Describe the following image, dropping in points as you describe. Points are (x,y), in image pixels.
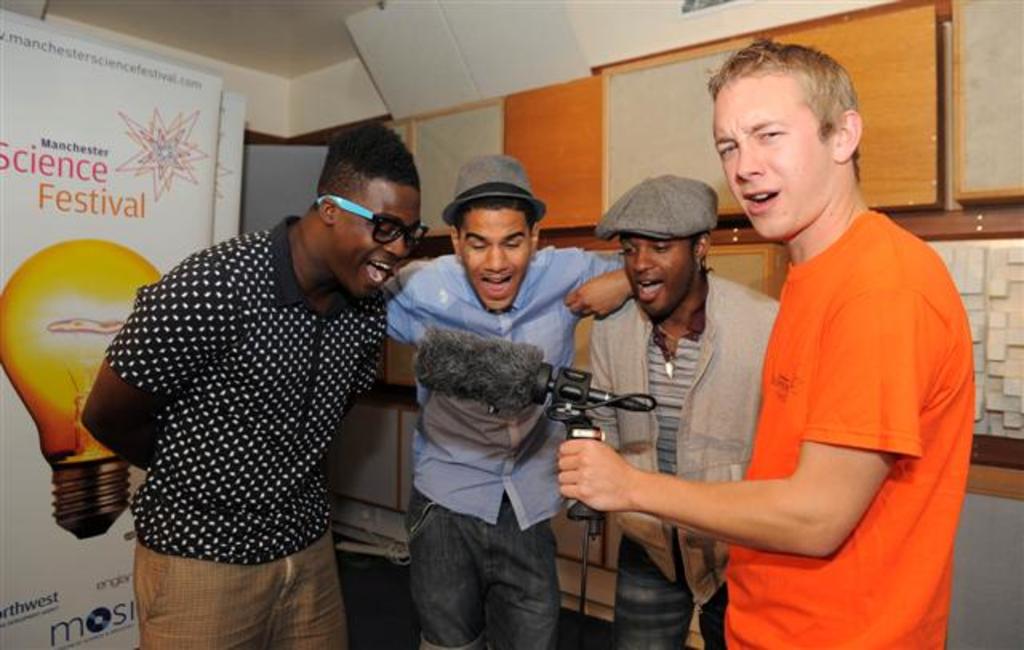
This picture shows a few people (377,264) standing and we see a man (784,453) a item (551,413) in his hand (610,504) and we see couple of them (510,243) wore caps (641,210) on their heads (487,237) and we see a hoarding (138,189) on the side.
